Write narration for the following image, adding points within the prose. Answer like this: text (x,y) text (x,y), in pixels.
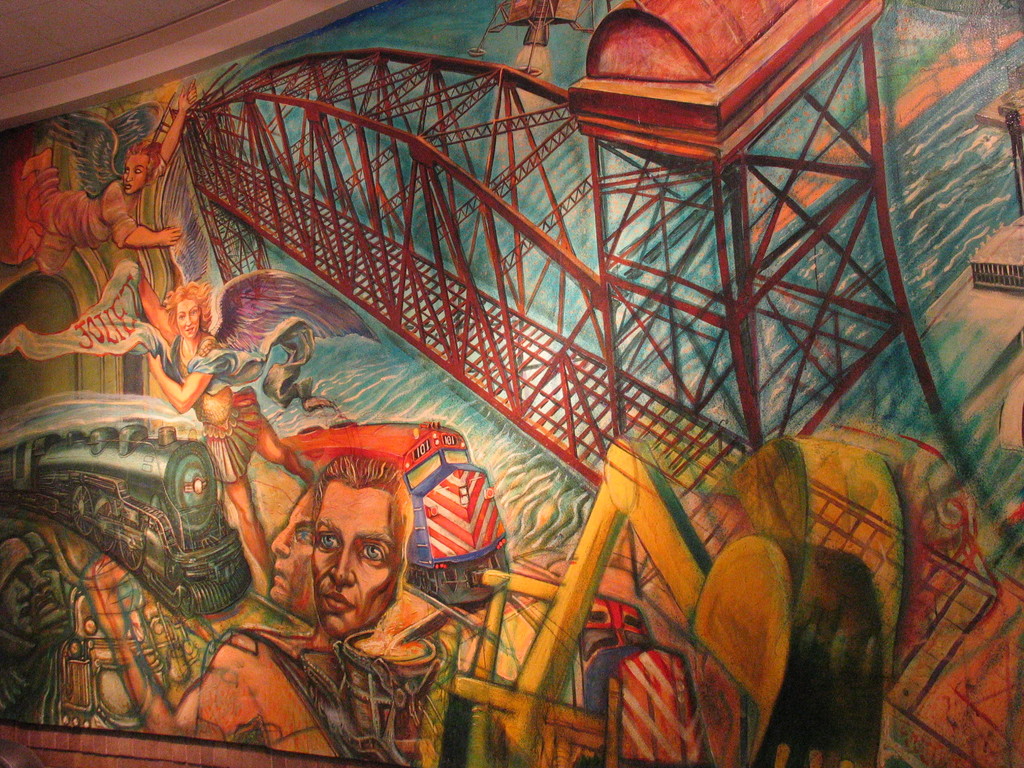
In this image I can see a huge painting (468,403) in which I can see few persons (342,589), a train (74,479), a bridge (428,307) and the water (586,224). To the top of the image (127,4) I can see the ceiling (94,18).
